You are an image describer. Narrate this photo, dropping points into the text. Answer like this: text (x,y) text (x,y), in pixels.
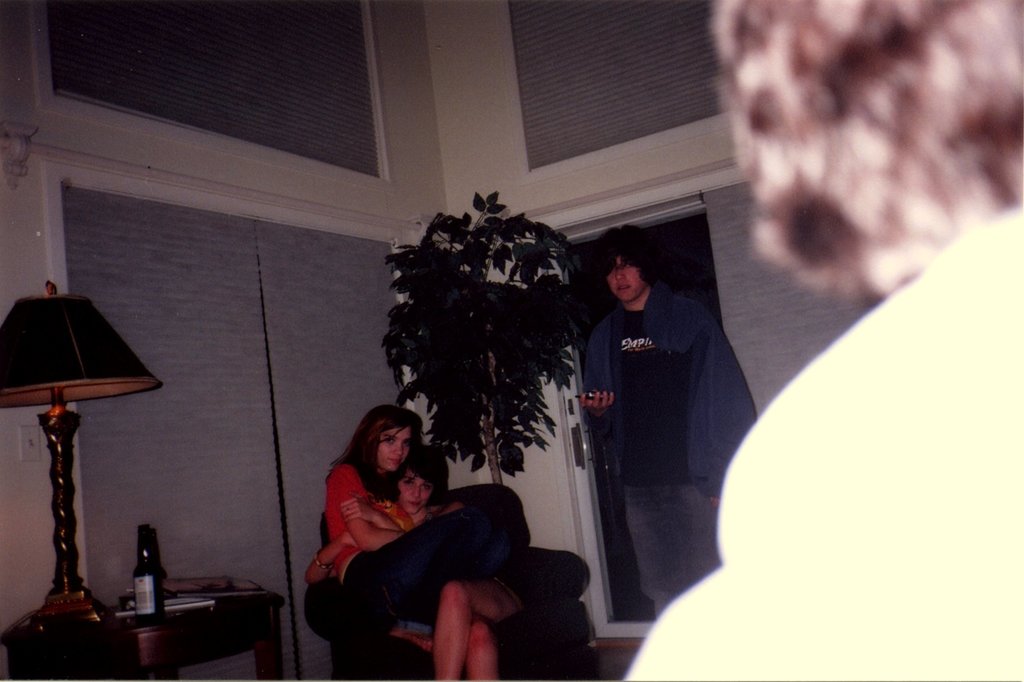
On the right (803,479) there is a person (802,499). In the center of the picture (642,421) there are three persons (494,548), couch (527,572), tree (503,290), table (183,623), lamp (85,325), bottle (144,586) and other objects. On the left (209,299) there are window blinds (292,328). In the background (680,243) there is a door (699,224).
